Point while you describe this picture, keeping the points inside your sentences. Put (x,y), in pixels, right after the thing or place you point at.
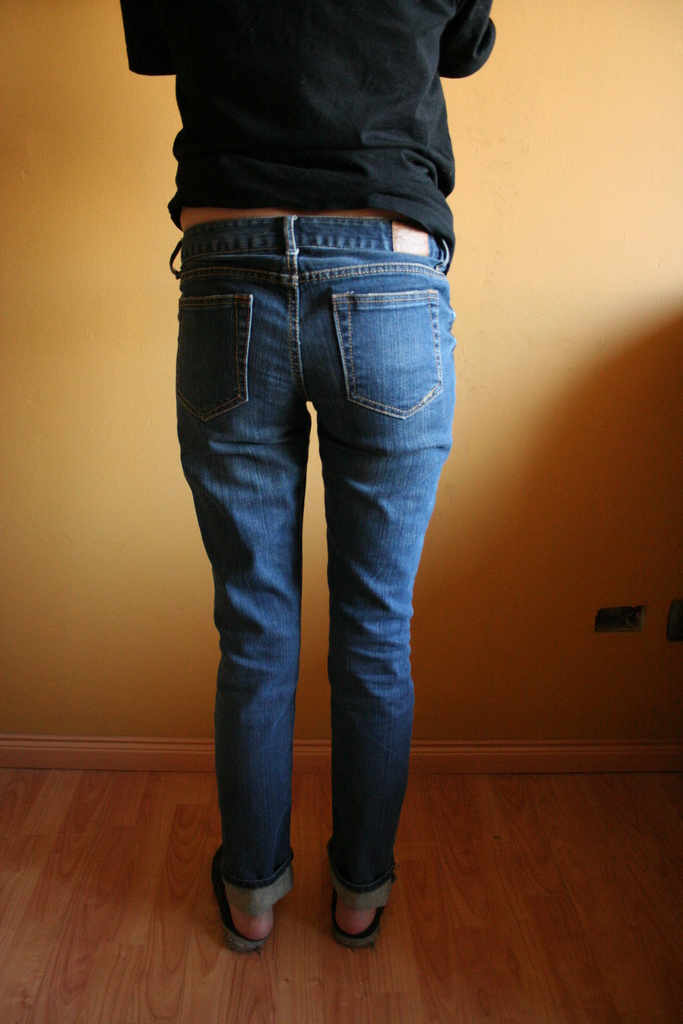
In the image there is a person (301,377) standing by turning towards the wall (86,385), the person (297,211) is wearing black shirt (319,104) and blue jeans (386,372).
